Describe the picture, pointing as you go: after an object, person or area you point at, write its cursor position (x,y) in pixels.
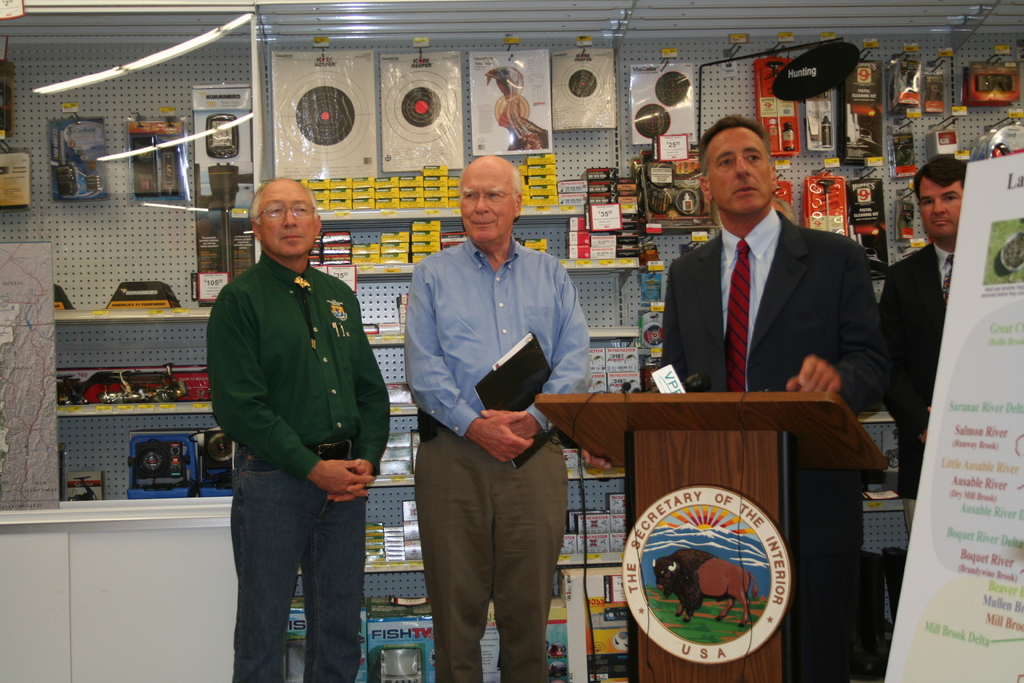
In this picture we can see four men (786,321) standing, podium (643,416) with a mic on it, poster (1007,267) and in the background (175,474) we can see packets (637,117), boxes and some objects (147,374).
